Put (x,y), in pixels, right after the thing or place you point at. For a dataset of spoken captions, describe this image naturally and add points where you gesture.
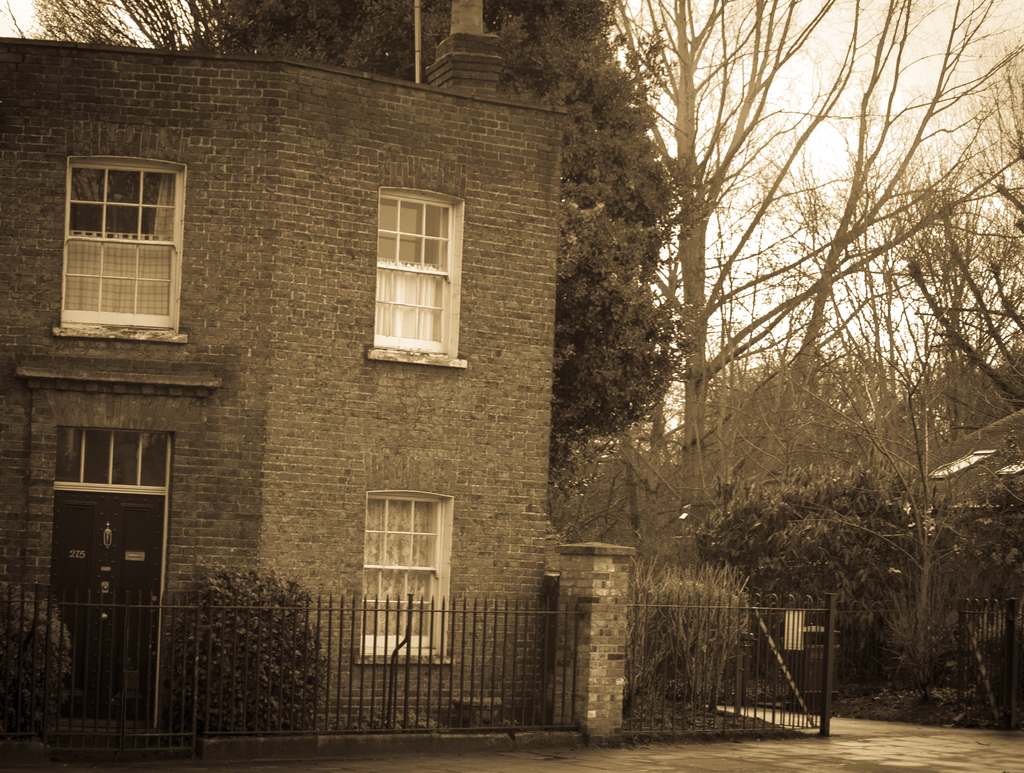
In this picture we can see a house (369,320), beside to the house (506,292) we can find few trees (634,476) and fence (445,650).
